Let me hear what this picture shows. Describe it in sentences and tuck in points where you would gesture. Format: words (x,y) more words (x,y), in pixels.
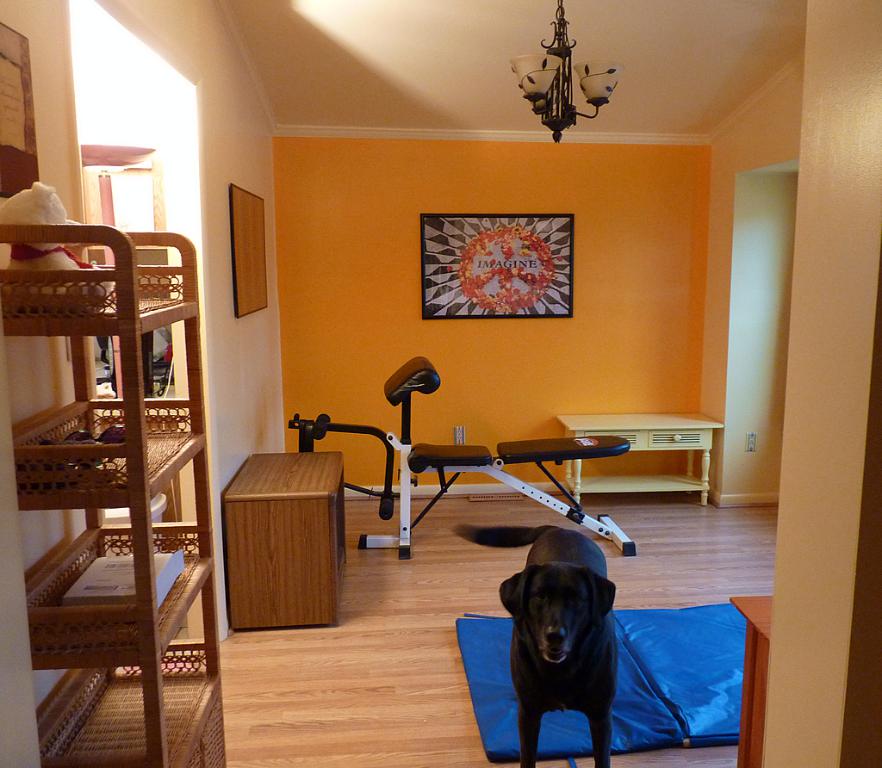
In this image we can see a dog (552,652) which is black in color, in the foreground of the image (82,481) there are some tables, shelves (42,240) in which there are some objects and in the background of the image (437,453) there is table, gym equipment (427,461) and some paintings (261,220) attached to the wall (602,152).
